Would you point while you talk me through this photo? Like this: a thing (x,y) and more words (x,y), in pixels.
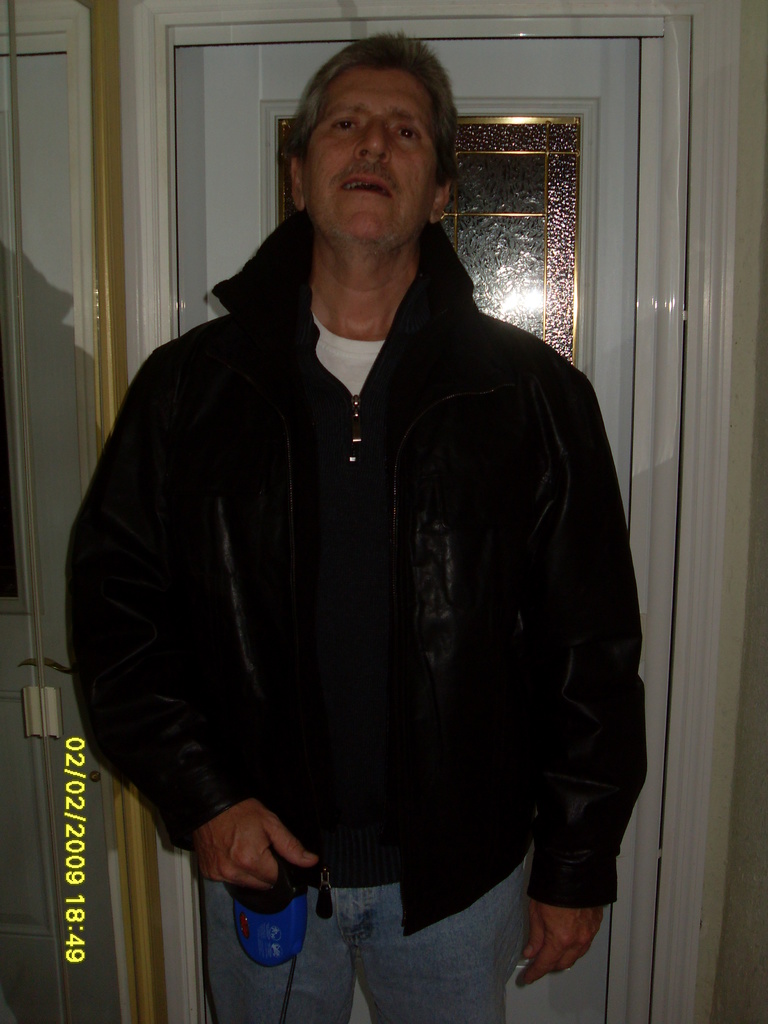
There is a person (392,604) holding something in the hand (283,851). He is wearing a black jacket (422,518). In the background (263,160) there is a door (37,900).
